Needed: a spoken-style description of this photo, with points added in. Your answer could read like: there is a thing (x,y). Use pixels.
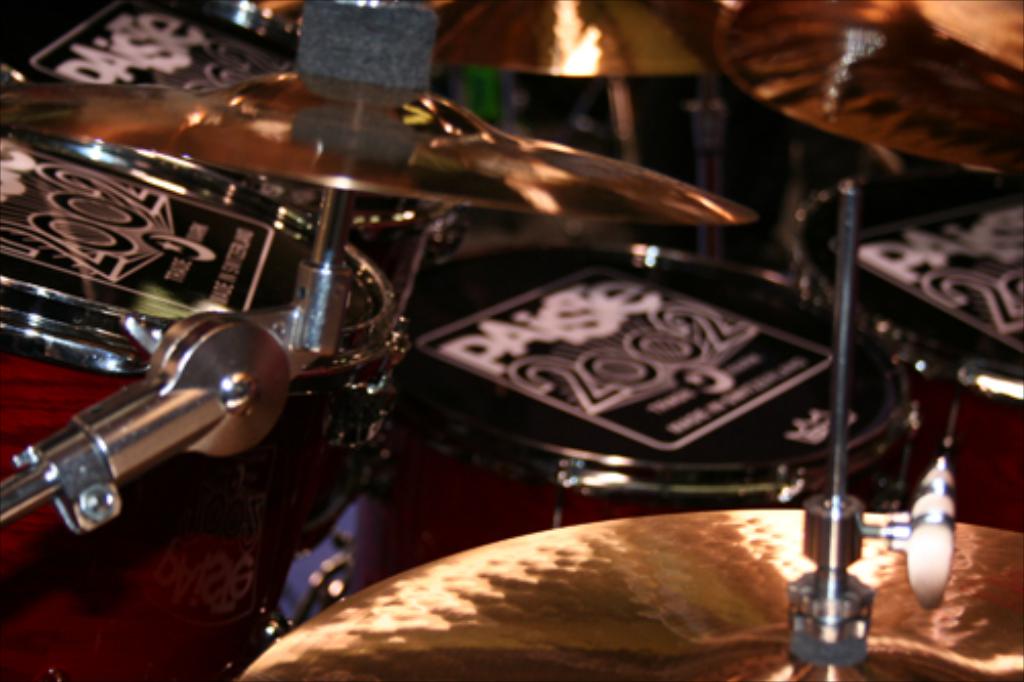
In this image I can see few musical instruments (295,427) which are black, red and gold in color and I can see few rods (173,402) which are silver in color.
